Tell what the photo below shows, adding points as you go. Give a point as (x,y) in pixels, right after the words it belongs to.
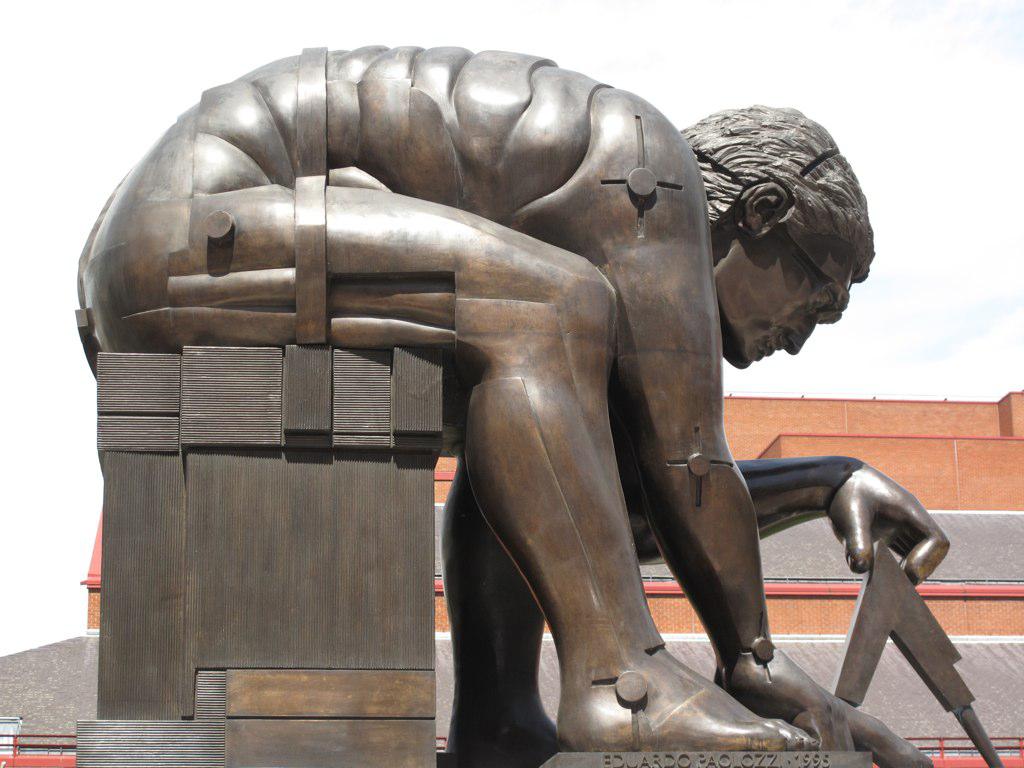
In this image I can see a huge statue (415,196) of a person (388,174) sitting on a black colored object (309,393) which is black and brown in color. In the background (1006,577) I can see a building (936,592) which is grey and orange in color and the sky (871,114).
